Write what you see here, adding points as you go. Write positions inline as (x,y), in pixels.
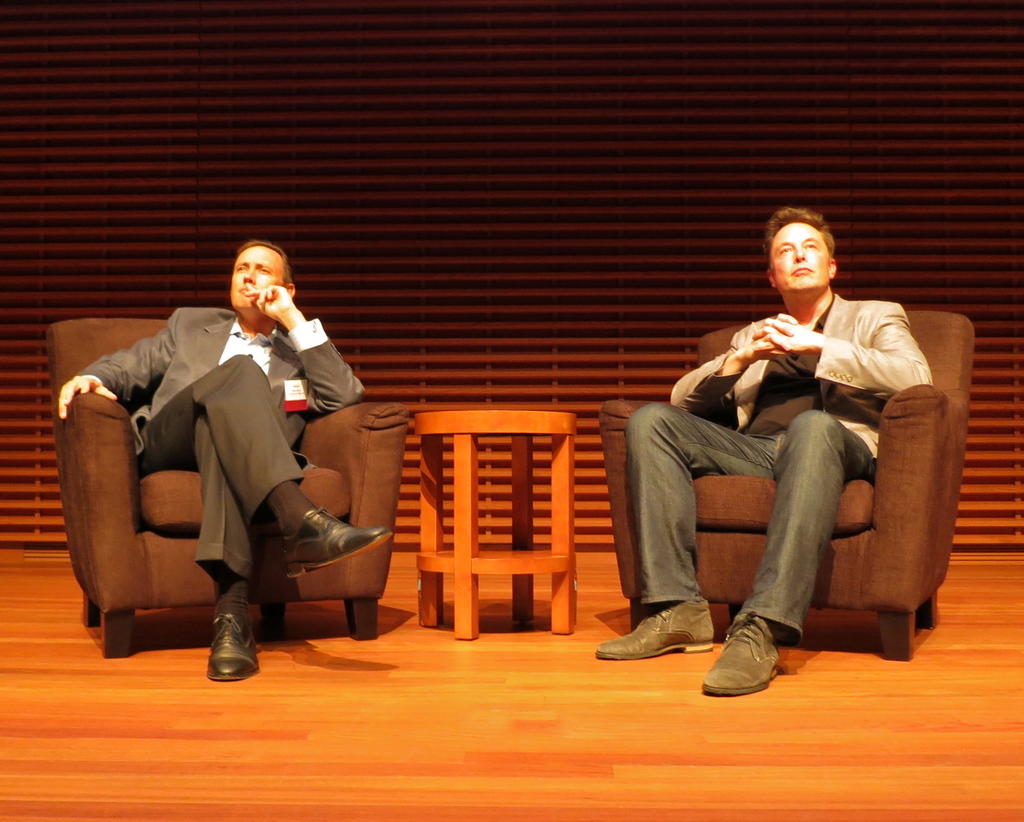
In this image I can see two persons (233,413) sitting, the person (807,370) at right (807,370) is wearing cream color blazer (832,378), black shirt (797,378) and blue jeans (683,444). The person (317,397) at left (291,397) is wearing gray blazer (317,397) and black pant (265,397). I can also see a stool (489,423) in brown color and I can see brown color background (761,44).
